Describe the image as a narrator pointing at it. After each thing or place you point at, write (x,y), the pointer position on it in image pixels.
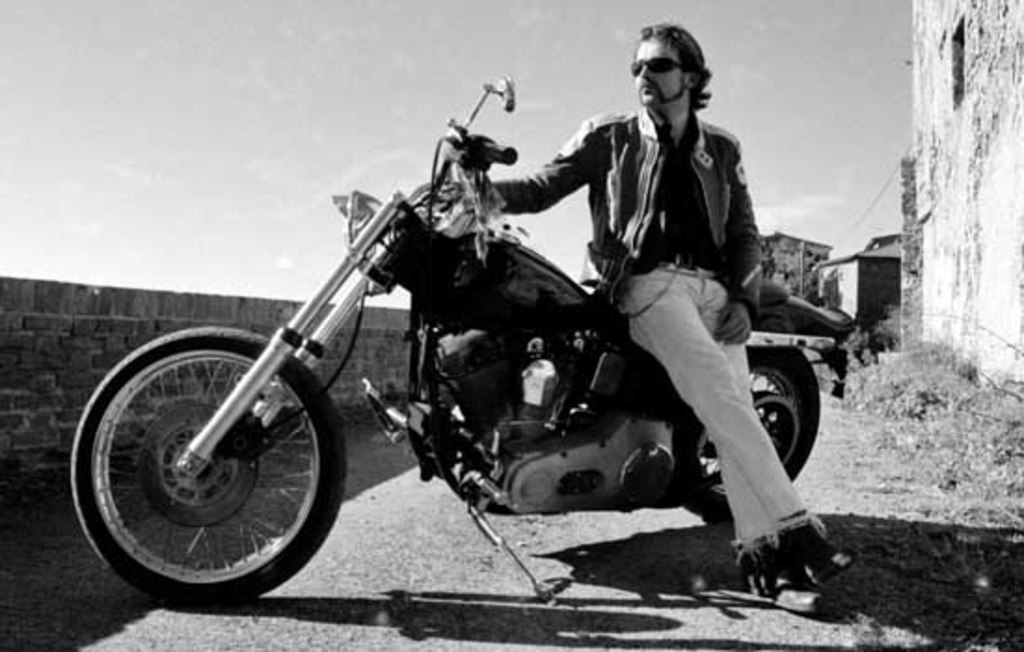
This picture shows a man (701,280) sitting on a motorbike (472,316), wearing a spectacles (661,65). In the background (948,142), there is a wall (966,172) and sky (552,40) here.
